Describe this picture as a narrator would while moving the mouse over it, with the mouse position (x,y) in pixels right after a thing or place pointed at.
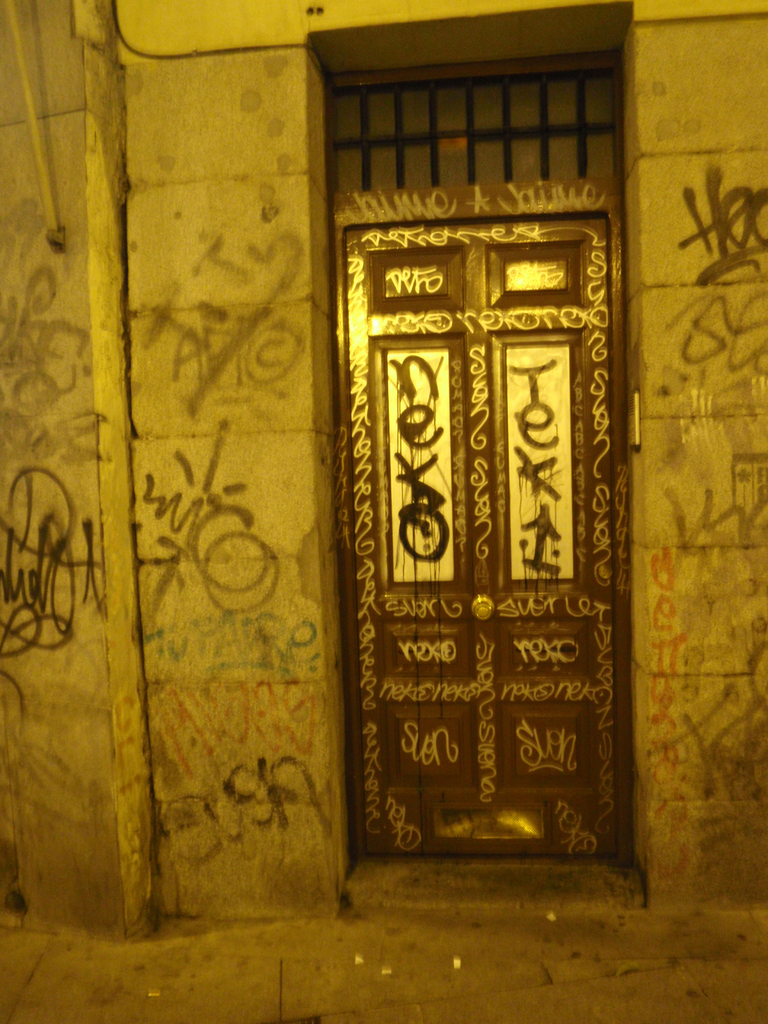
In this image there is a closed wooden door (494,583). On top of the door (386,227) there is a window (393,186) with grill rods (399,136). Beside the door (600,430) on the wall (231,544) there is some text (236,610) written.
